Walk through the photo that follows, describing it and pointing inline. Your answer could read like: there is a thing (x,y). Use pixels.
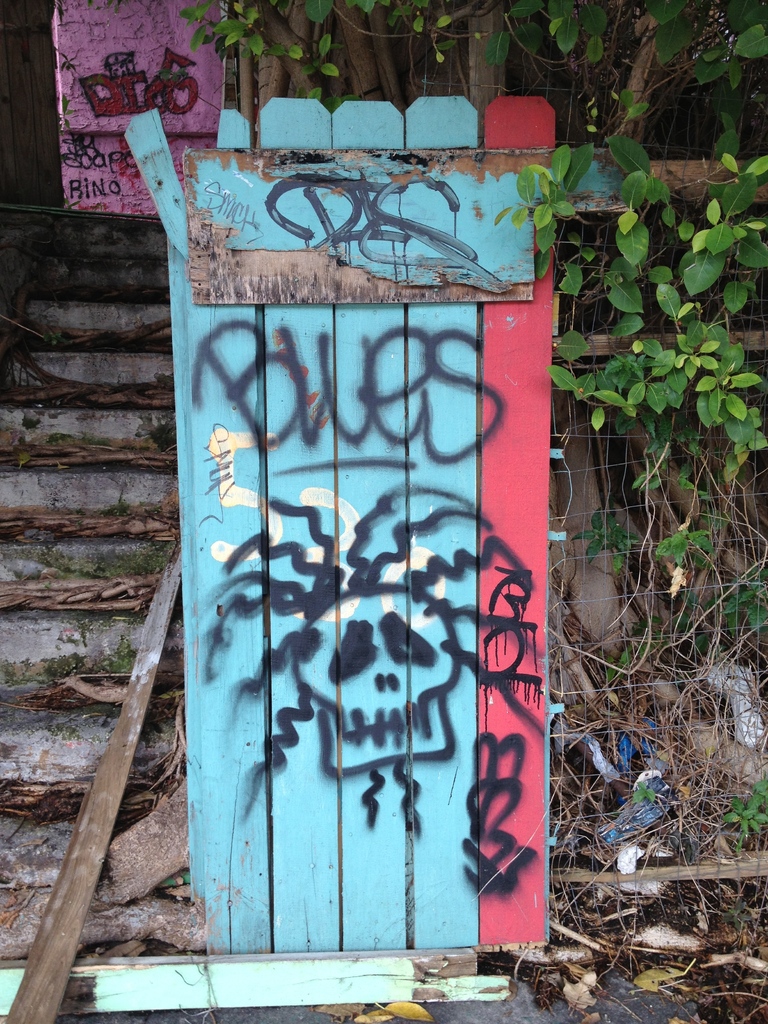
In this picture I can see there is a wooden plank (330,616) and there is something written on it and there are a few stairs (93,548) at left side (91,284), there are few dry leaves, a plant (651,196) at right side (668,165) with a fence (685,145).
